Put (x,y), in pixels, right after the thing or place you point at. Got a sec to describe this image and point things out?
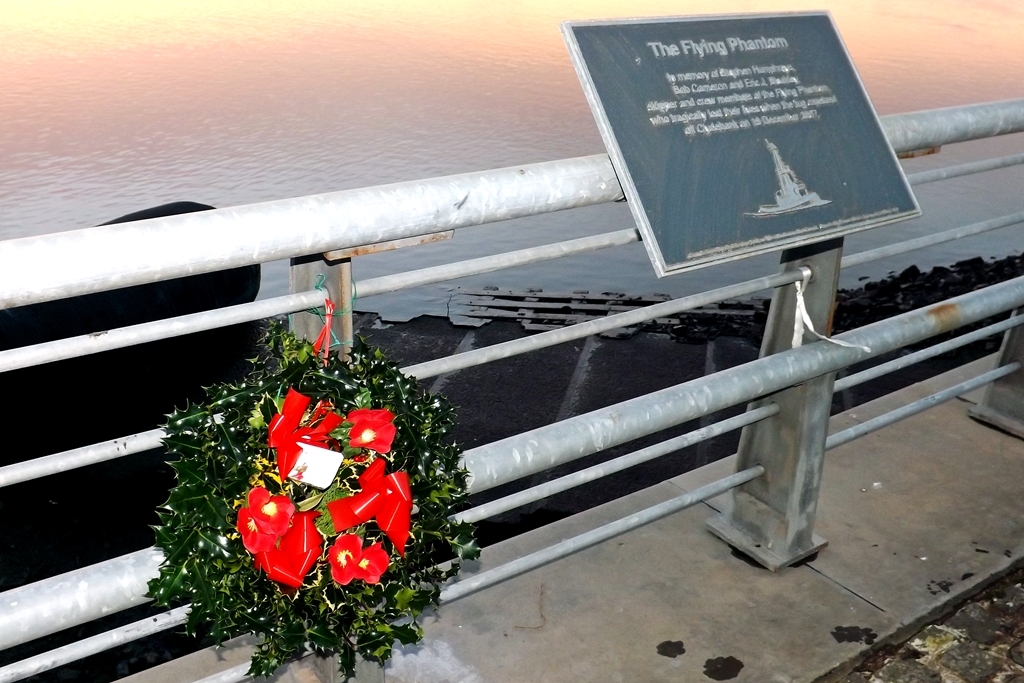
In this image in the front (381,483) there is an object (364,531) which is green in colour and red in colour and in the center (595,420) there is a railing (574,243) and on the railing (533,200) there is a board (758,143) with some text (750,125) written on it. In the background (514,161) there is water (391,127) and there are stones (905,283).
